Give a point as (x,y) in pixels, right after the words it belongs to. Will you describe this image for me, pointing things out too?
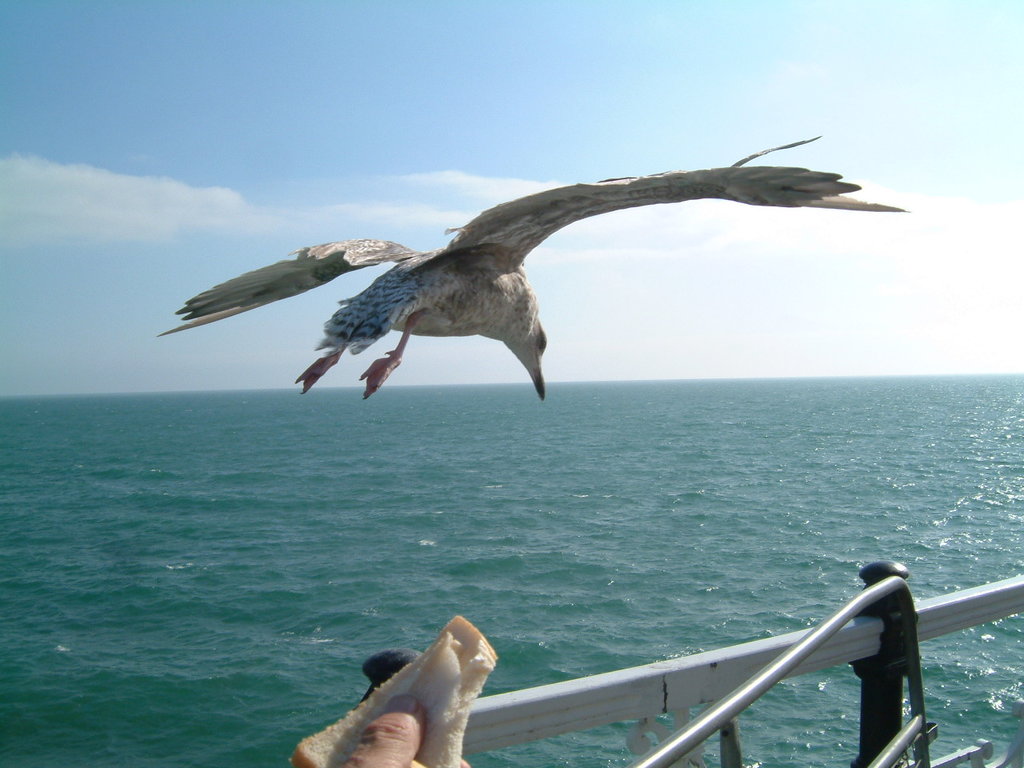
In the middle of this image (452,274), there is a bird (363,252) flying in the air (446,383). At the bottom of this image (428,688), there is a hand (390,707) of a person (407,708) holding bread (442,707) and there is a fence (659,684). In the background (850,395), there is water (569,399) and there are clouds (520,190) in the sky (295,209).
